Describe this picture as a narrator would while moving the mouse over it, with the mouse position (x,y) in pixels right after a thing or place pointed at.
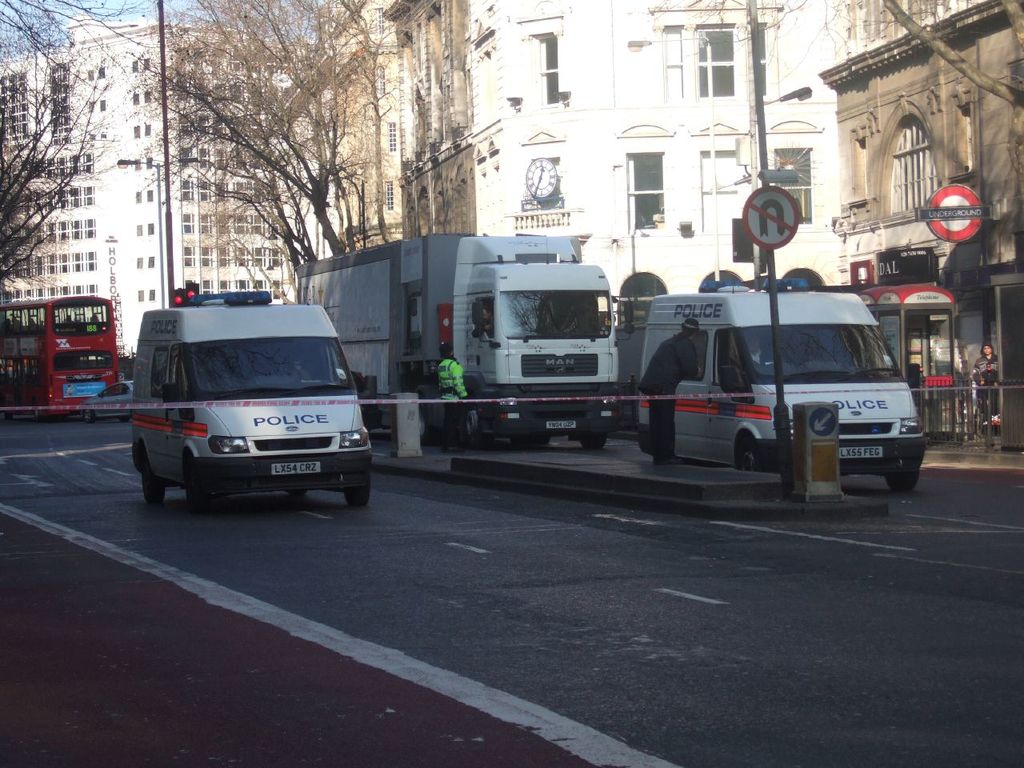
In the image we can see a fencing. Behind the fencing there are some vehicles (543,277) on the road (71,450). Behind the vehicles (752,367) few people (692,349) are standing and there are some poles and sign boards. Top of the image (408,174) there are some trees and buildings (443,17).
